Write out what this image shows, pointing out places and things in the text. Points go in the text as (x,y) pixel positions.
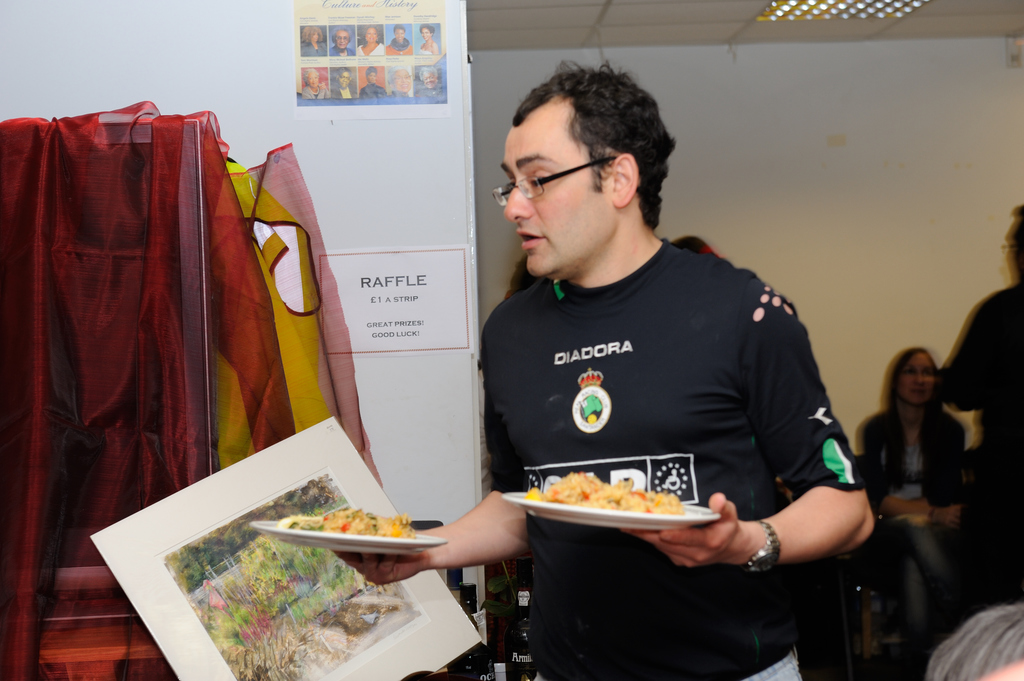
In this image I can see a person (647,363) wearing black colored t shirt (652,374) is standing and holding two plates (620,520) with food items (654,506) in them. In the background (446,348) I can see the wall (387,236), few posters (446,348) attached to the wall (387,236), a cloth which is red and yellow in color, a board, a person (934,418) sitting and a person (971,501) standing, the ceiling (637,0) and few lights (890,7) to the ceiling (884,22).
